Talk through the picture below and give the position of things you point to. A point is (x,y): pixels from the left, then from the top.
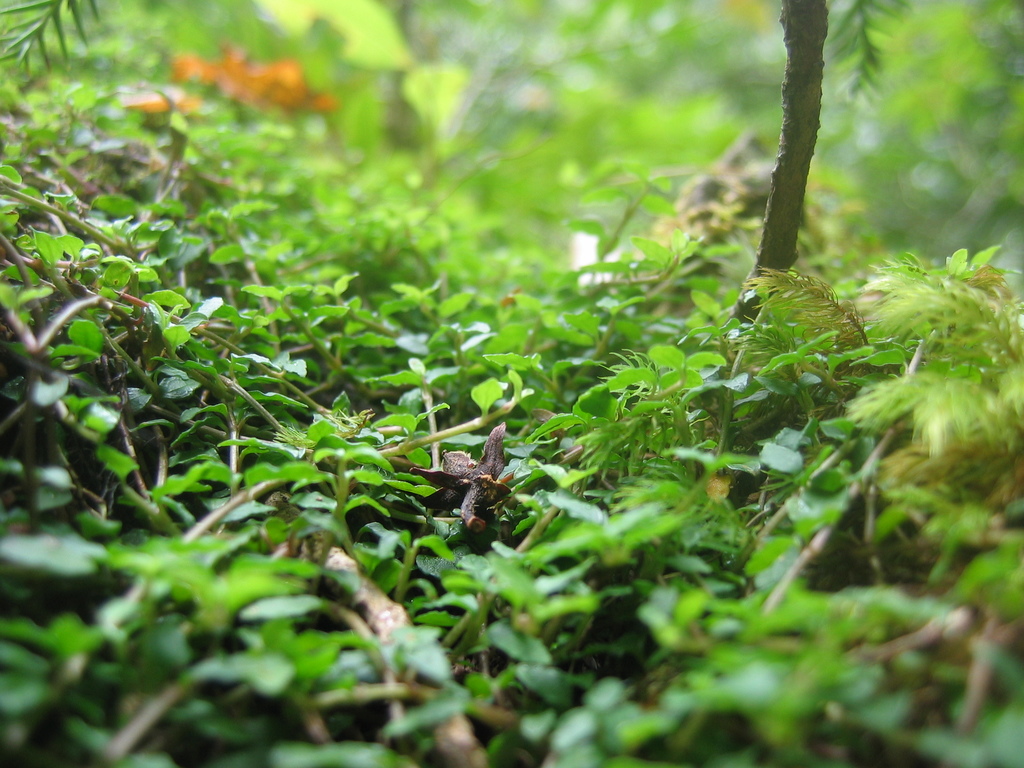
In this image we can see some plants (583,363) and the background (139,57) it is blurred.
